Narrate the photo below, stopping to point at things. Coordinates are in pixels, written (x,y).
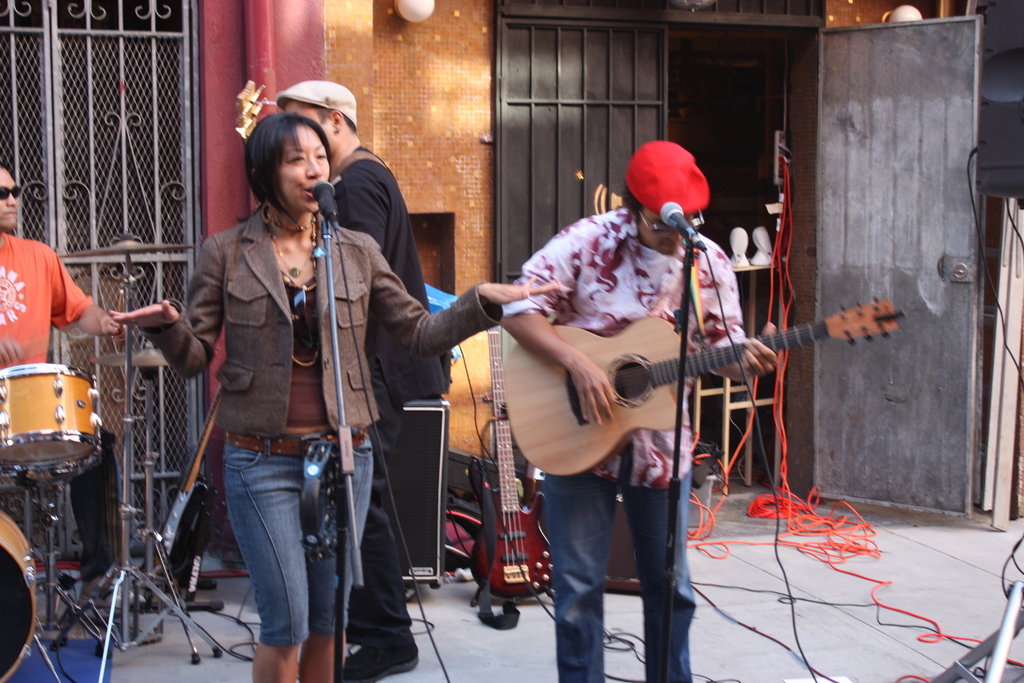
In the middle of the image (352,251) a woman (225,392) is standing and singing on the microphone (327,203). Behind her few people (682,179) are playing some musical instruments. Top right side of the image (820,111) there is a door (971,236) and there are some electronic devices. Top left side of the image (212,41) there is a wall (464,79).
